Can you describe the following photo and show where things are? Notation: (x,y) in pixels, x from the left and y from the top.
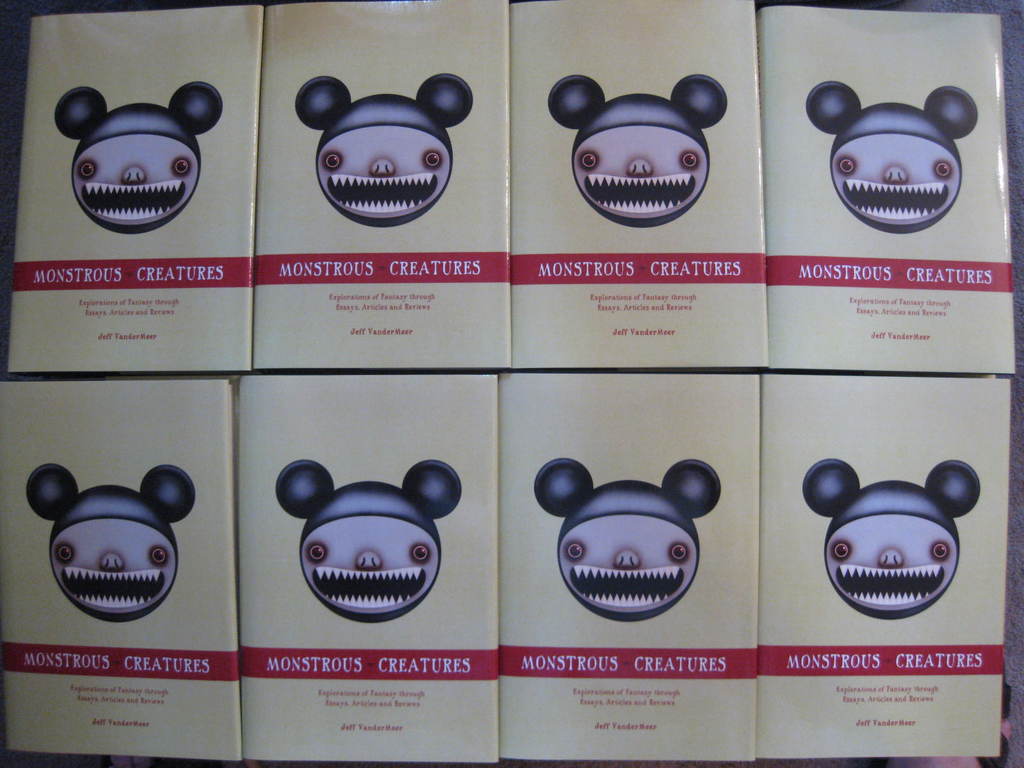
This picture contains eight books (446,346). On top of each book (261,266), we see the monster (189,159) drawn. We even see some text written on each book (185,336).
